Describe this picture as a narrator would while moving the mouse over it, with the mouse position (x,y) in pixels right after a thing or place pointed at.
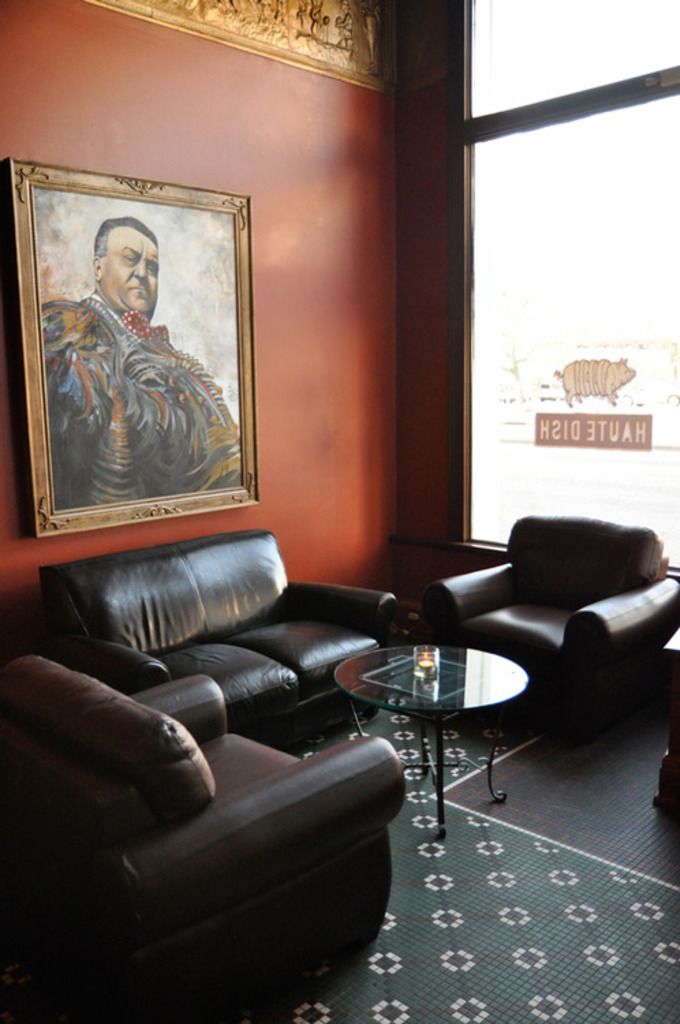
In this image there is a frame (188,192) attached to a wall (312,461), couch (277,674), chair (379,763), floor (363,988), table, glass (485,46) and the back ground (628,374) there is sculpture (182,22), and a sticker (624,441) attached to a building (614,479).
